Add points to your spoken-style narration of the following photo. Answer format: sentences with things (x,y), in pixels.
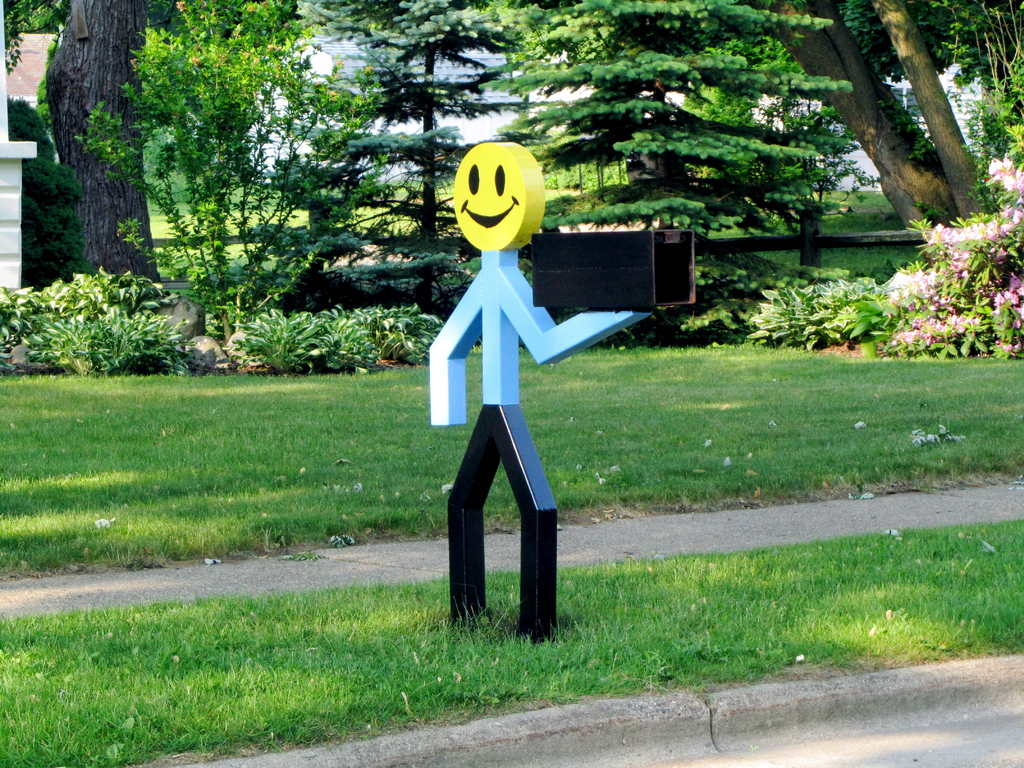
This is an outdoor picture. In this picture we can see a statue (515,174) with a smiley face (510,218). This is a box (608,282) in statue's hand (595,314). On the background (504,88) we can see trees (301,104). This is a flower plant (946,304). These are plants (116,354). Here we can see grass (246,461) in green colour. This is a path (762,524).
